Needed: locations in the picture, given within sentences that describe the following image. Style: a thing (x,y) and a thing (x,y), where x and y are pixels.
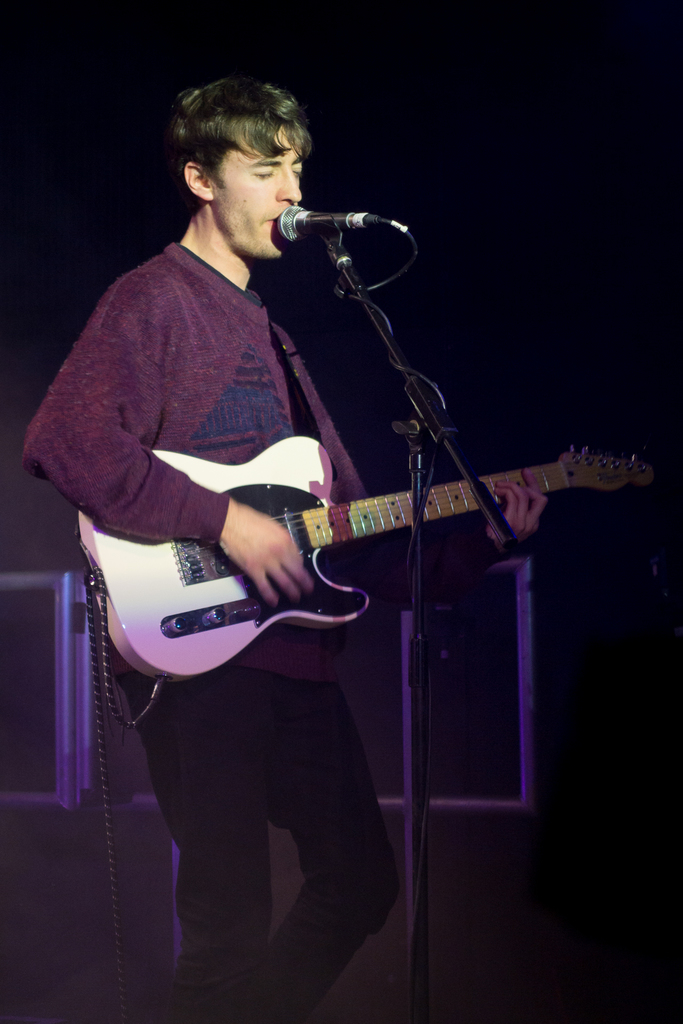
In this image I can see a man (281,979) is standing and holding a guitar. i can also see a mic (347,219) in front of him.
